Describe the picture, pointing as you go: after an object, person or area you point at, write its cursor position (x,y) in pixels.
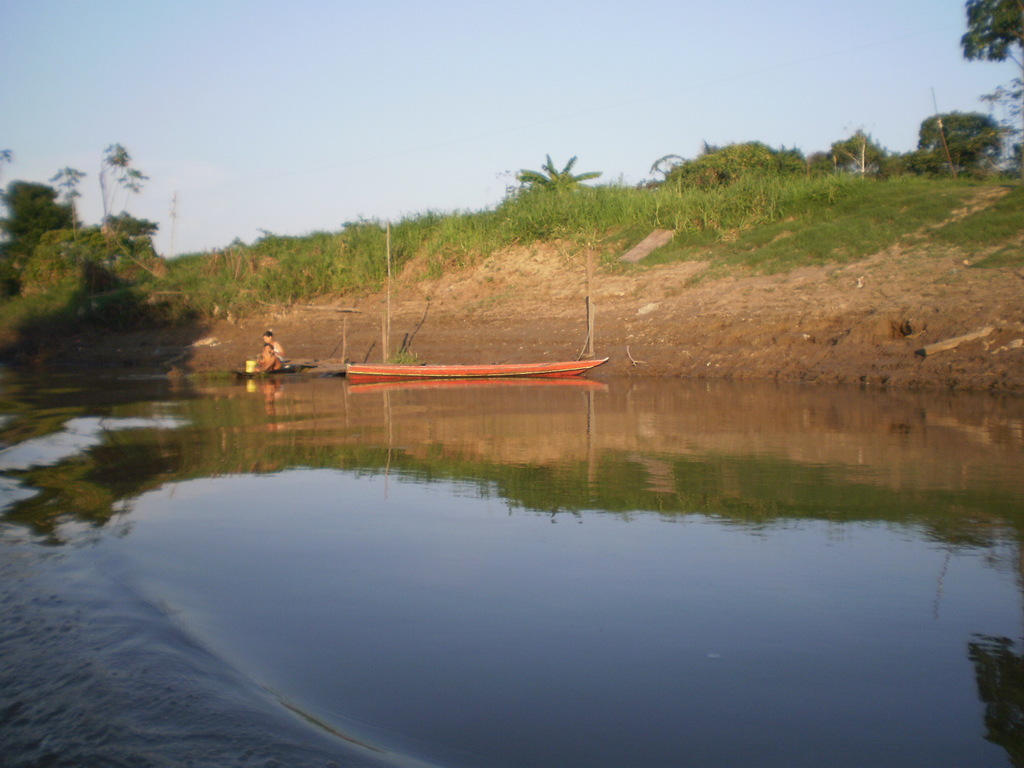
In this image, we can see some water (625,473). We can see a boat (450,366) on the water (658,388). There is a person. We can see the ground (736,248) covered with grass (724,221) and some plants (751,196). There are a few trees (985,151) and poles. We can see the sky (517,123). We can see the reflection (496,418) of trees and the ground (787,276) in the water (571,473).
